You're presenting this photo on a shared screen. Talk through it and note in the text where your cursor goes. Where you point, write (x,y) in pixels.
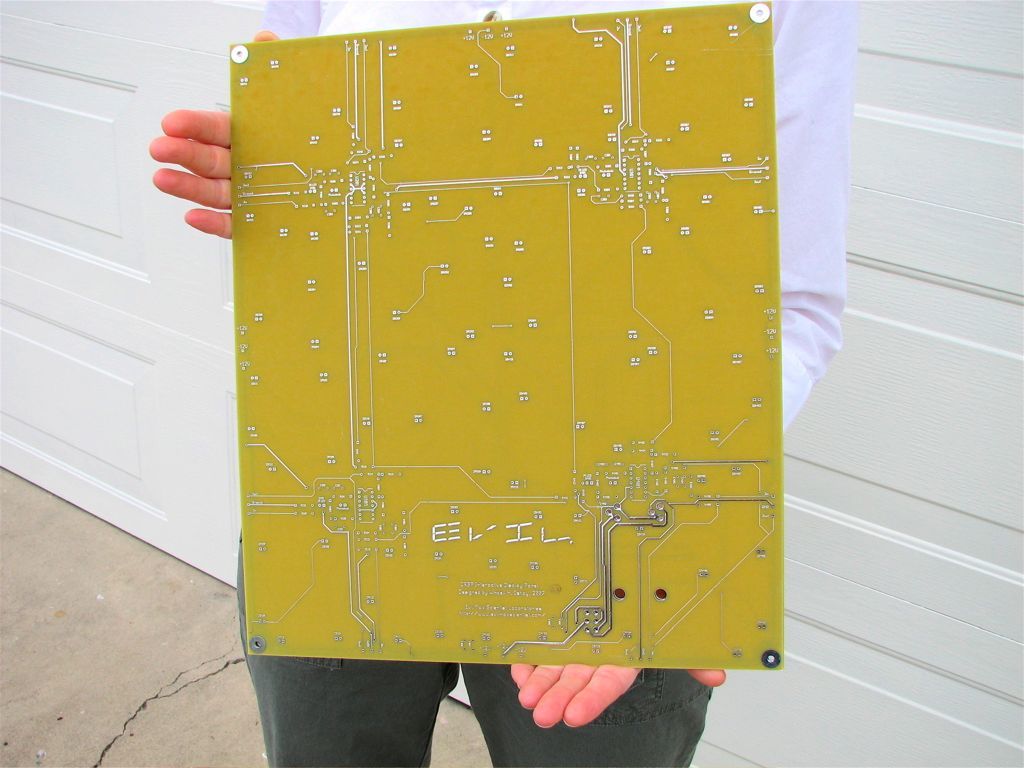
There is one person (830,79) standing and wearing a white color shirt (788,127) is holding a circuit board (425,301) in the middle of this image (510,298), and there is a white color wooden wall (113,236) in the background (113,272).
